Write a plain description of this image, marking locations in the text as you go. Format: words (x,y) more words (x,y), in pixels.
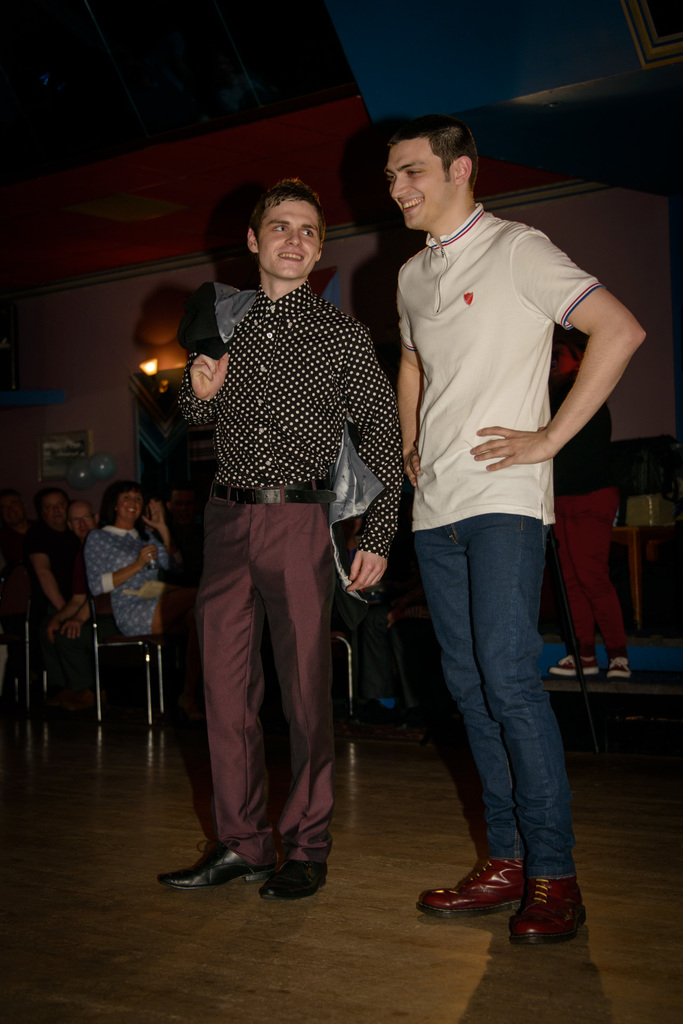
In this image in front (316,445) there are two persons (411,366) standing on the floor (313,955) and they are smiling. Behind them there are a few people (67,618) sitting on the chairs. There is a person (564,658) standing on the stage (614,746). In the background of the image (66,383) there is a wall (113,392). There is a light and there is a photo frame (60,450) on the wall (121,463).
